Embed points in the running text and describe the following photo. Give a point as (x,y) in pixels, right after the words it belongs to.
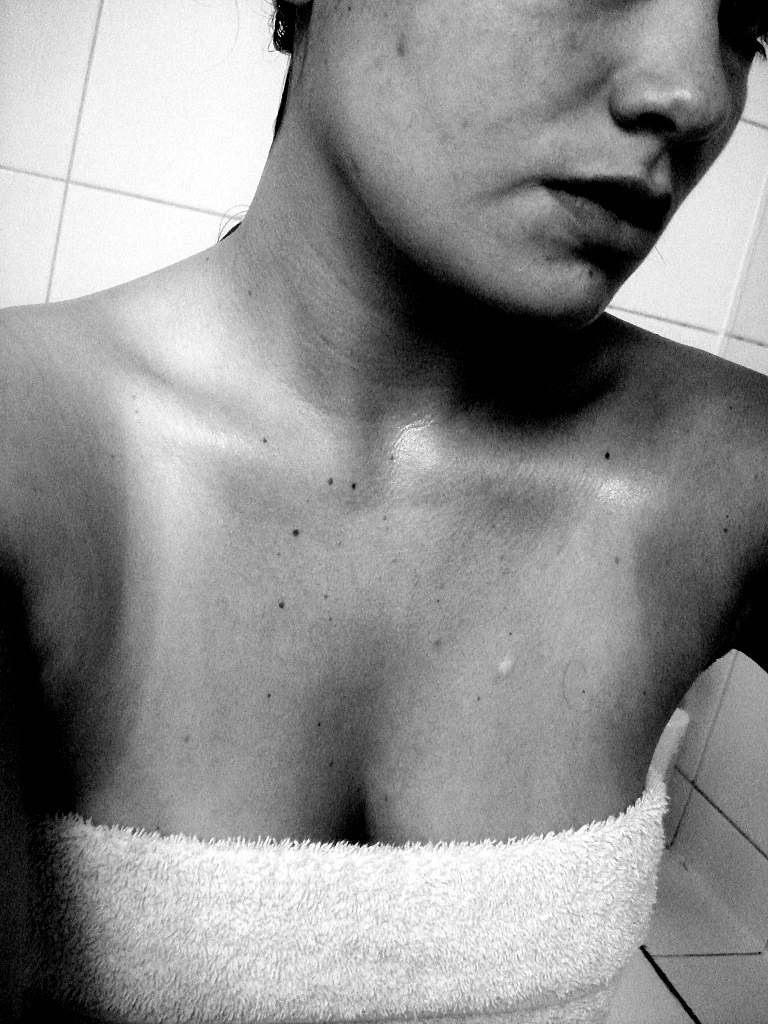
In this image I can see the person (392,804) with the towel (489,910). In the back (222,205) there's a wall (207,167). And this is a black and white image.
